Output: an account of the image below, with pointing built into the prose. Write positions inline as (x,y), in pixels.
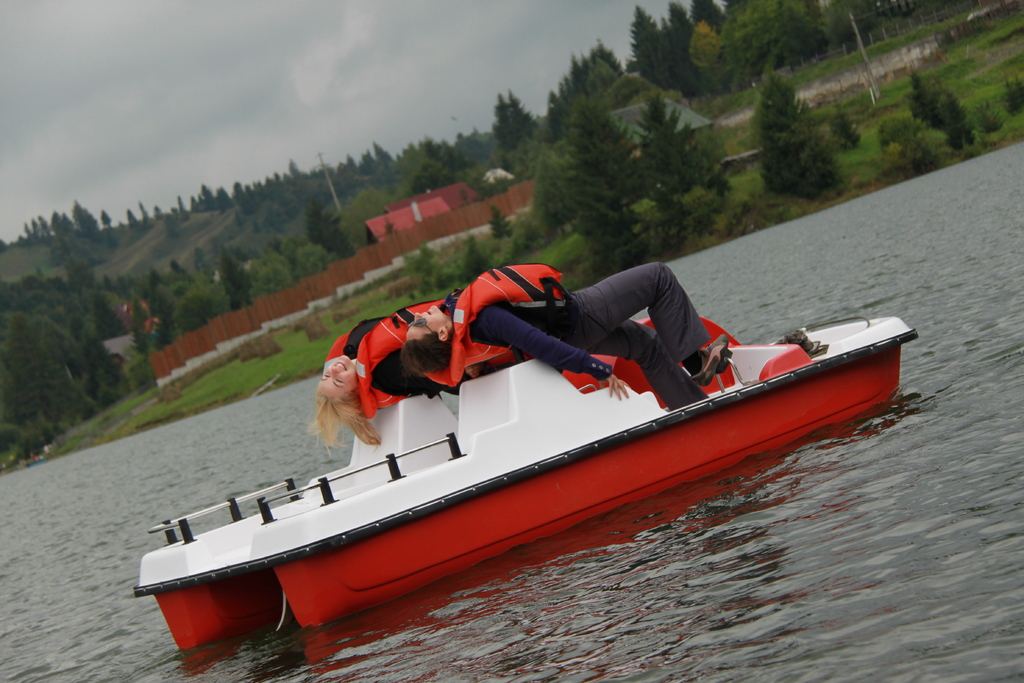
In this image there are two people (326,394) on the boat (510,461). At the bottom of the image (727,588) there is water (818,563). In the background of the image (457,172) there are trees (615,154), buildings (468,186), metal fence (309,290) and sky (228,68).
